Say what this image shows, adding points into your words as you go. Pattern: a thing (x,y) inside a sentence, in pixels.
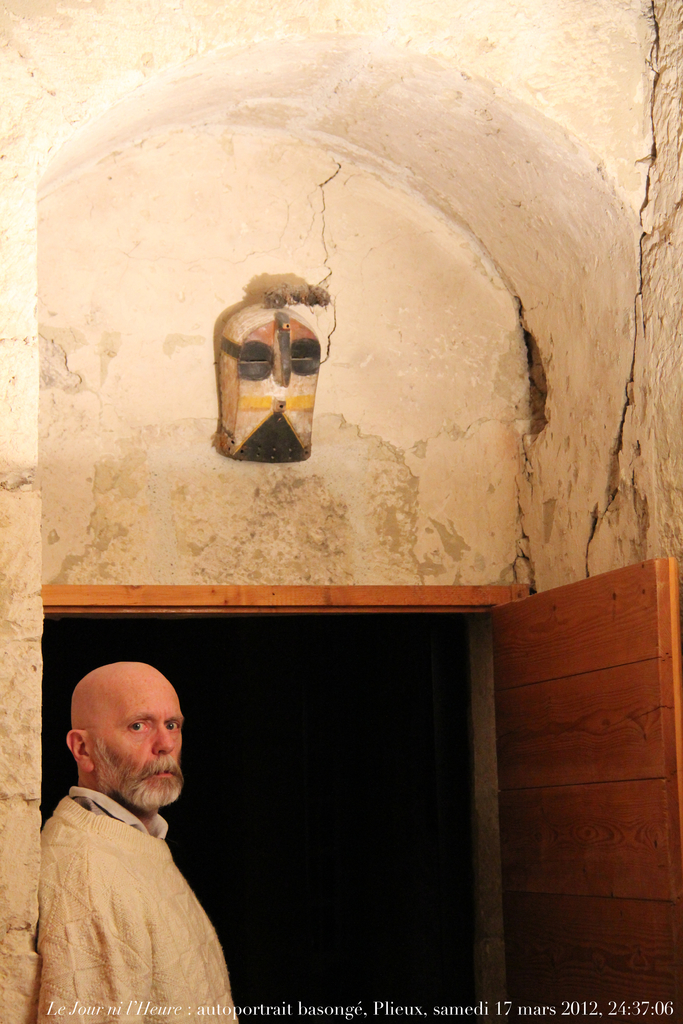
In the picture we can see a person (134,855) standing and in the background (136,478) there is a wall (160,440) and door (503,872).
